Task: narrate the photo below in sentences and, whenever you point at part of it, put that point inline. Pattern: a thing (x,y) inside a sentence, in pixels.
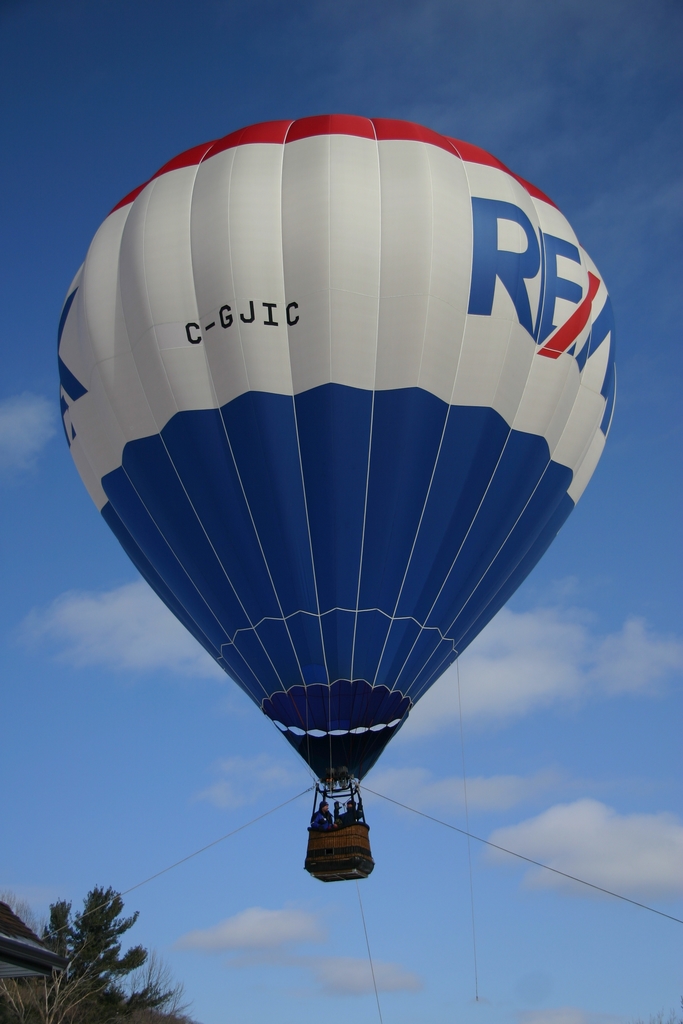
In this picture I can see there is a hot air balloon (352,827) and there are few people (341,821) standing inside it and there are trees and the sky (652,183) is blue.
